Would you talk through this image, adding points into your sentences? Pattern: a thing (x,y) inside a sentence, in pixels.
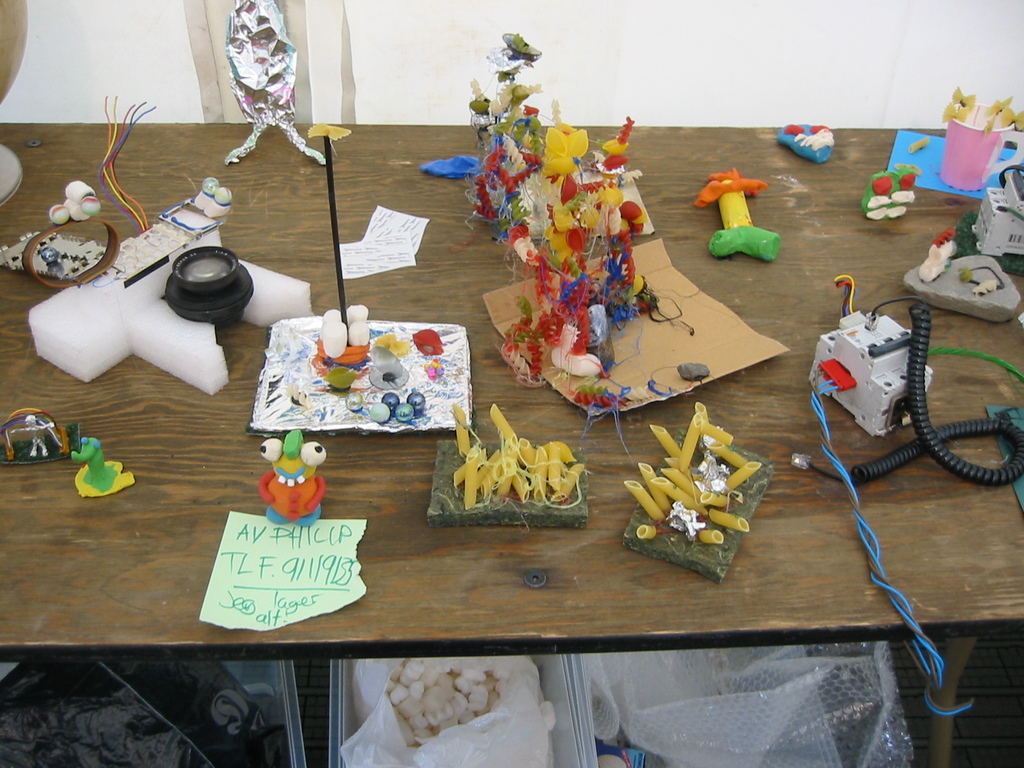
In this picture we can see a table (799,196) and on table (804,574) we have camera (223,289), some toys (343,298), spring (915,328), motor (895,389) and below this table (811,545) we have plastic cover (541,693), cotton (452,709).
